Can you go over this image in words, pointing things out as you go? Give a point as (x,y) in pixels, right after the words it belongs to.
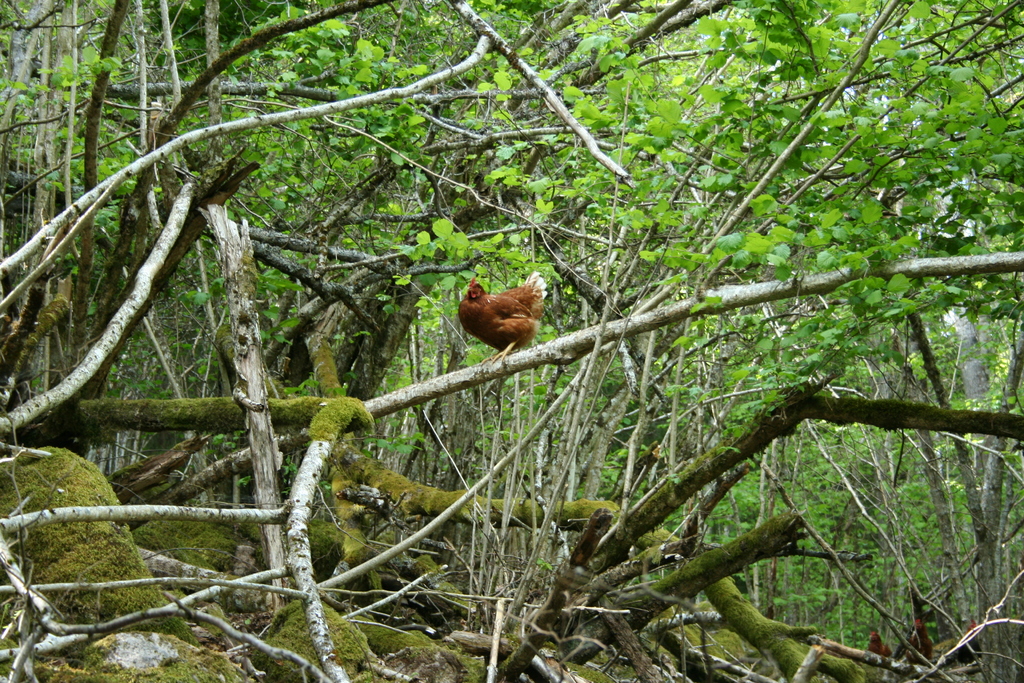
In this image there is a hen (497,334) standing on the branch (519,360) of a tree (686,308). Around the hen (525,316) there are trees (667,490).
